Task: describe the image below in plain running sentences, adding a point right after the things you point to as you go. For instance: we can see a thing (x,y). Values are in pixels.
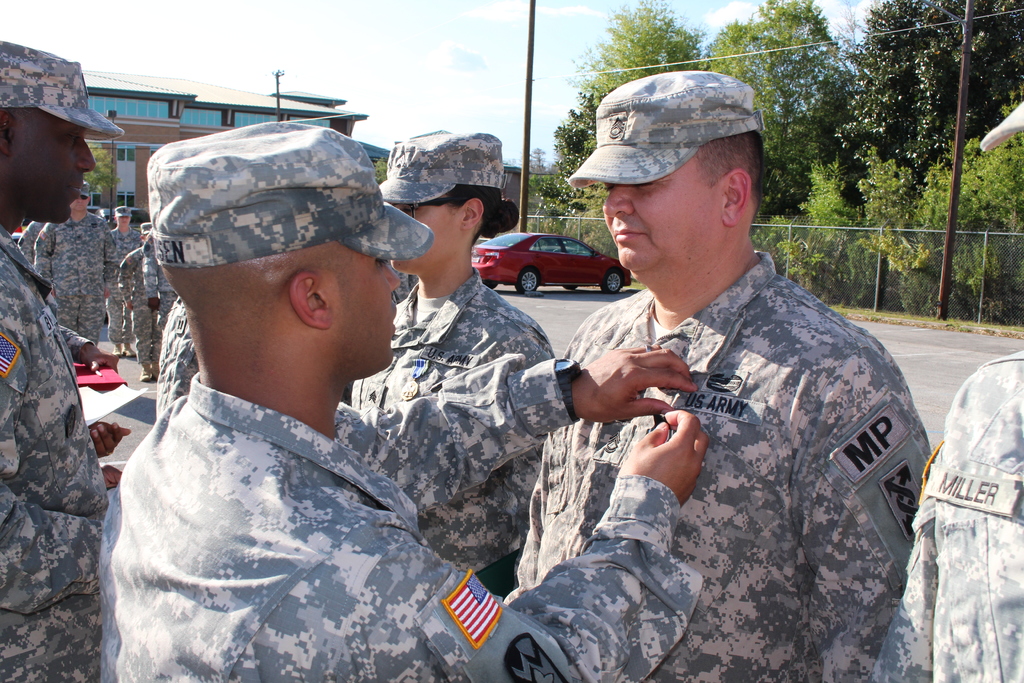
In this image few persons (547,423) are standing. They are wearing uniform (428,369) and cap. A person (356,429) wearing cap (307,224) and watch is keeping the badge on the uniform (751,417) of this person (674,302). Behind them there is a red colour car (565,245) on road (565,324). Behind there is fence (968,260), before there are few poles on grassland (859,312). Left side there is a building (149,113). Right side (811,80) there are few trees (738,72). Top of image (463,35) there is sky (385,25).
